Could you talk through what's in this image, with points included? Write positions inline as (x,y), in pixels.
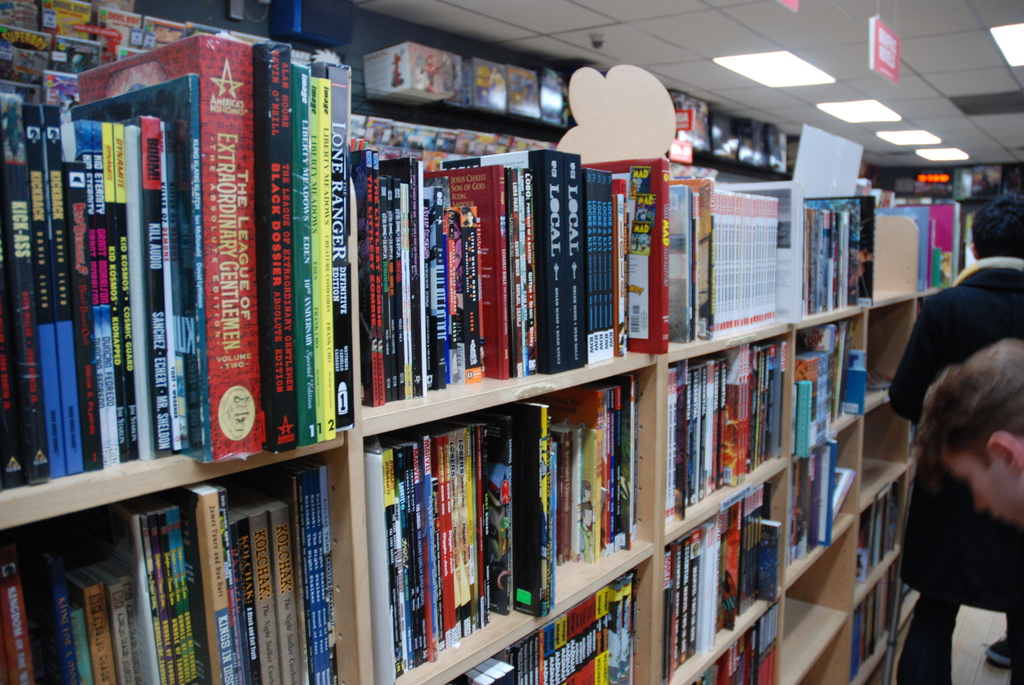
Here I can see many books (404,218) arranged in the racks (637,638). It seems to be a library (543,381). On the right side (987,345), I can see two persons (948,510). At the top of the image (782,64) there are few lights (800,77) to the roof (745,35).
